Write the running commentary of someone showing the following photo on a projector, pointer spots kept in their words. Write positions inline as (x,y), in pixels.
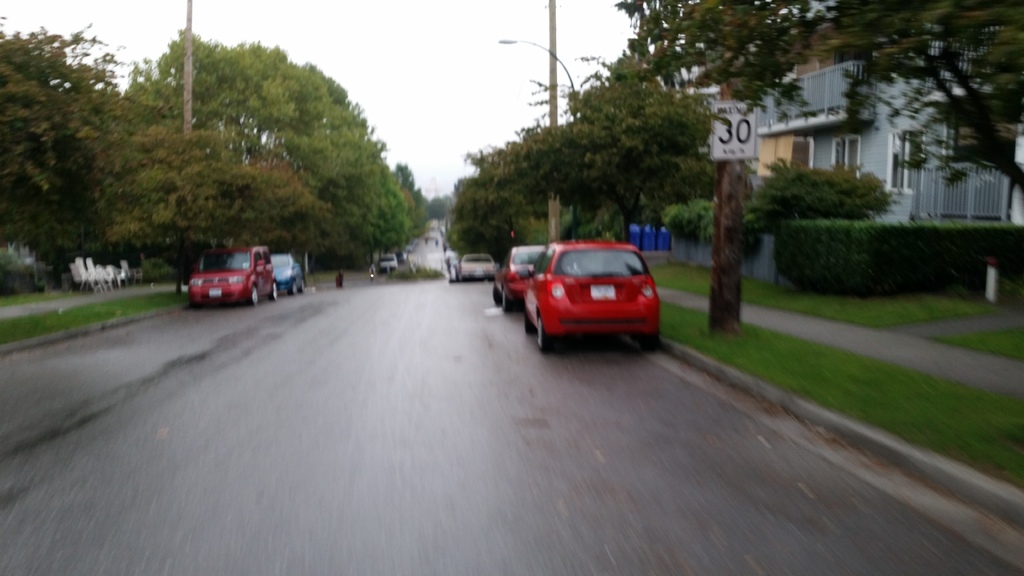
This is a blurry street view. I can see trees (212,127), cars (221,262) and poles (188,126) on both sides of the image I can see road (419,334) in the center of the image (425,295). I can see a building (810,132) in the right top corner (871,120).
